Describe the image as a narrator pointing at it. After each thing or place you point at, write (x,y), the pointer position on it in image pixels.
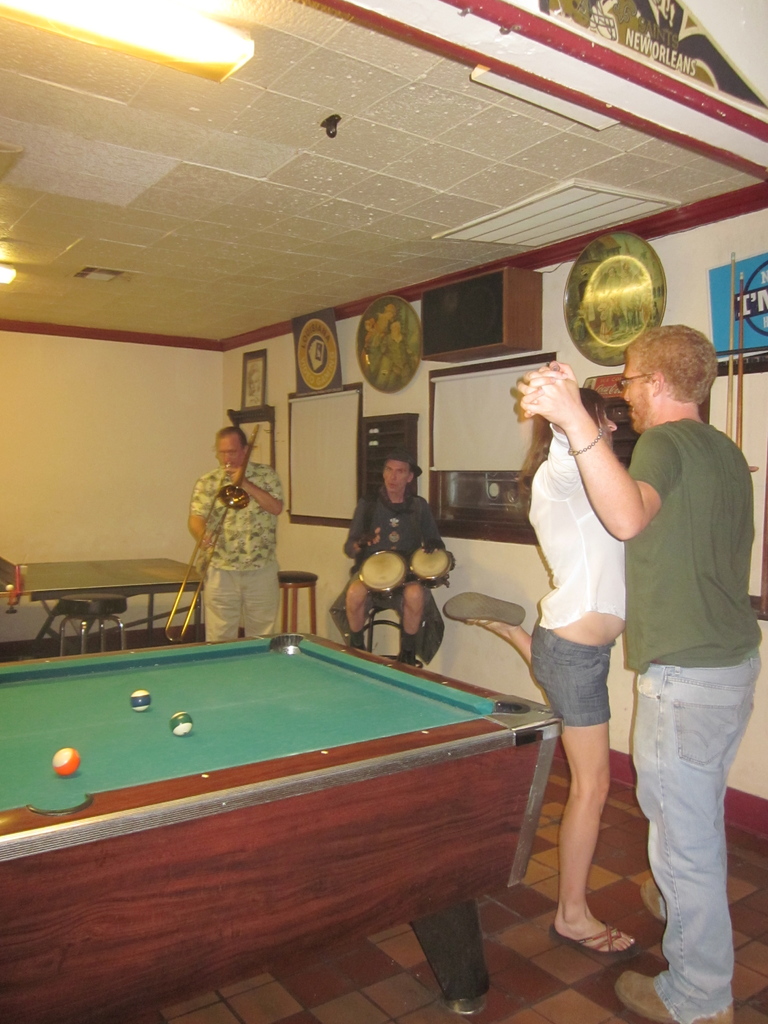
There are two persons (616,544) holding each other hands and dancing and there are two persons (374,506) playing music behind them and there is a snooker table (222,737) in the left corner (228,695).
